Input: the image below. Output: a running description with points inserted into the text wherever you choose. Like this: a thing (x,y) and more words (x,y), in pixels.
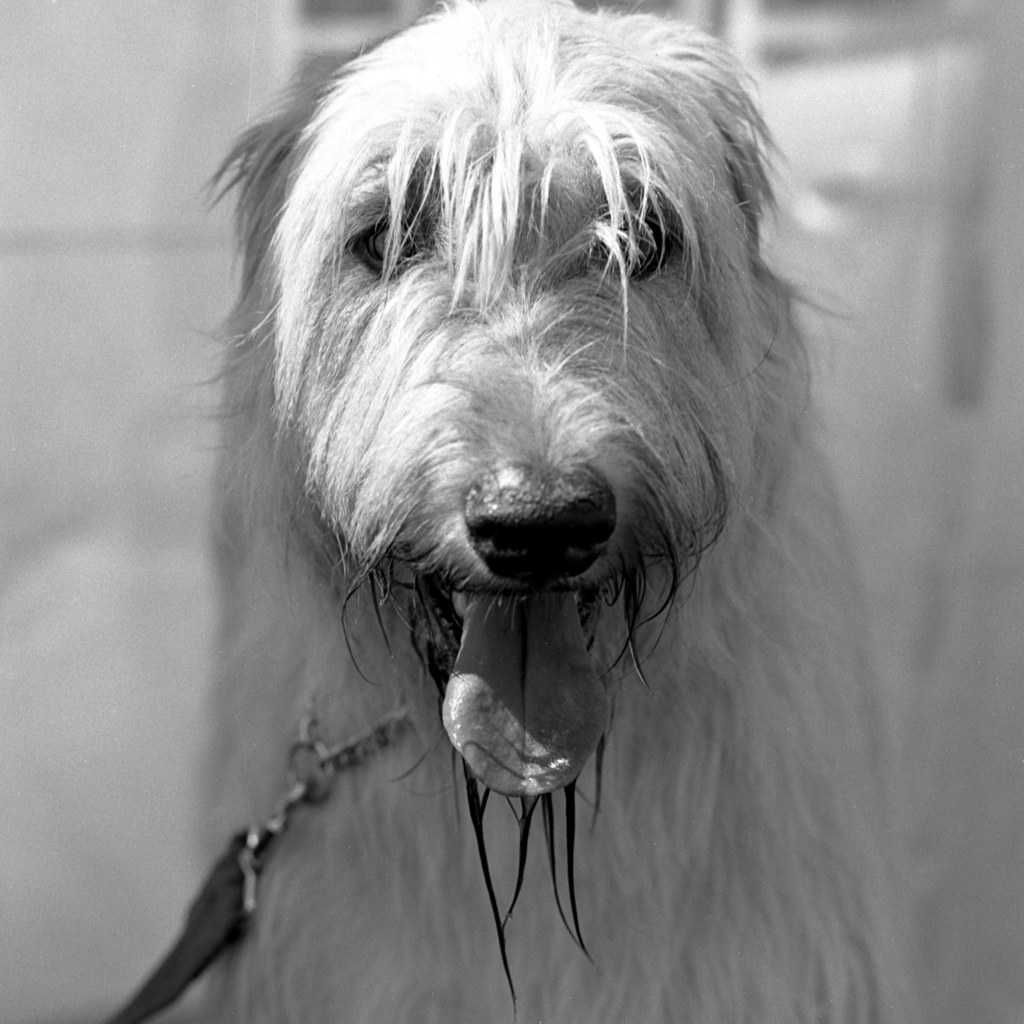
In the foreground of this black and white image, there is a dog (549,412) and belt (190,972) to its neck (332,733) and the background (211,63) image is not clear.
